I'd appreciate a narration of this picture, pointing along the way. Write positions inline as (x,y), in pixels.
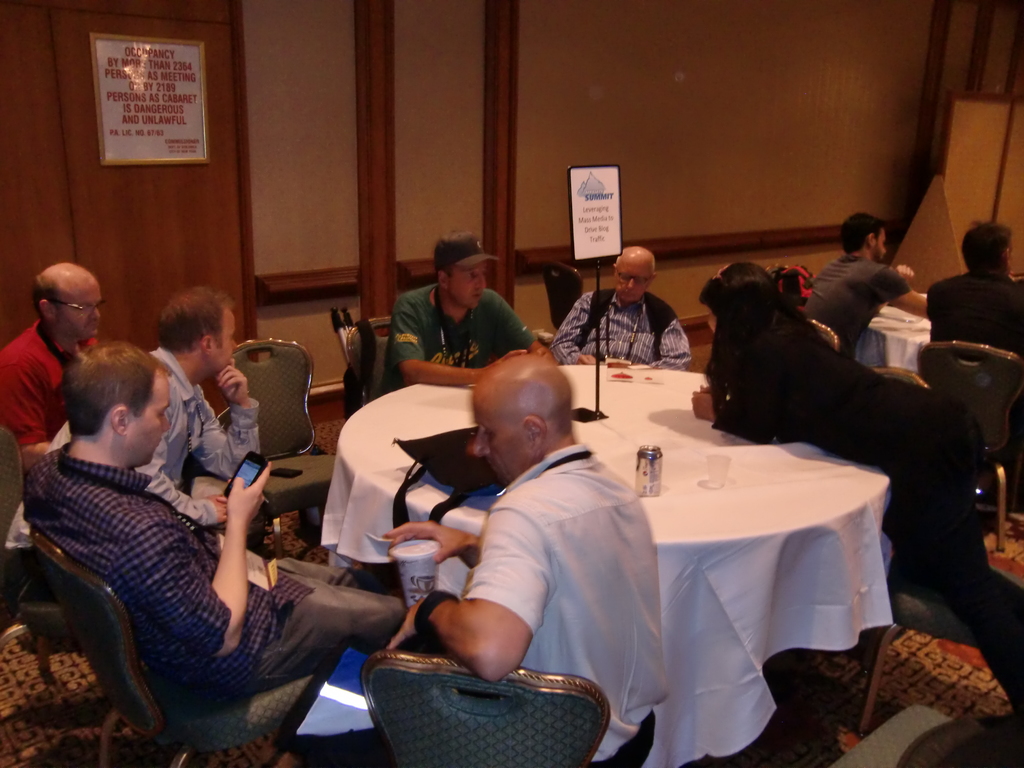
In this image we can see many people (865,441) are sitting around the table (736,718). In the background (220,199) we can see a frame (199,136) on the wall (91,143).
